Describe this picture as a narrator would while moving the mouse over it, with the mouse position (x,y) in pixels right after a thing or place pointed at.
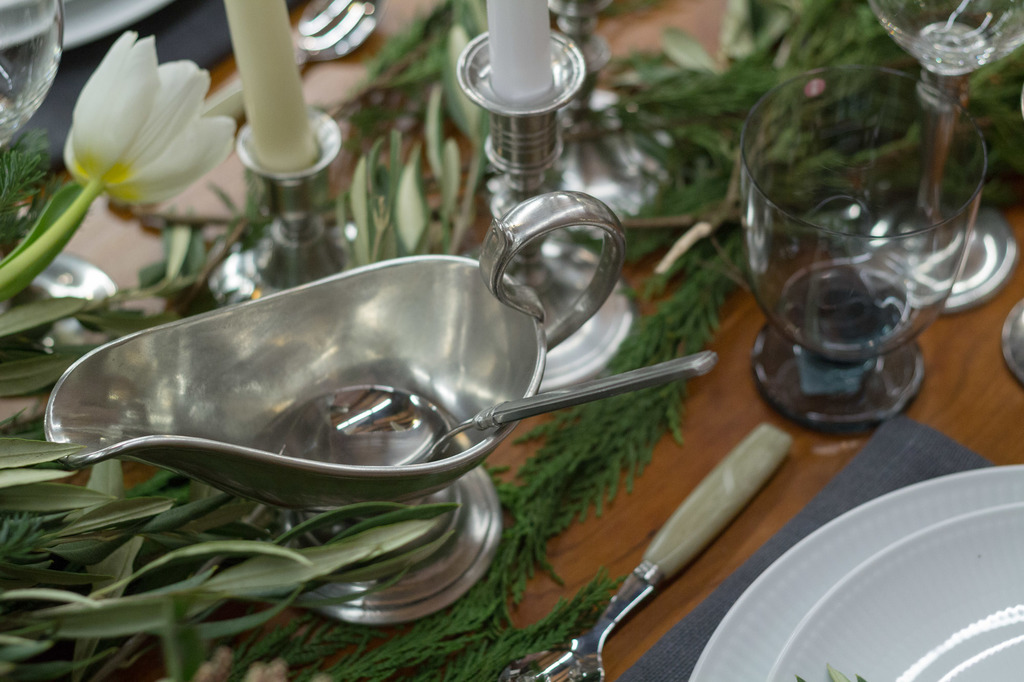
In the image we can see there is a table (742,310) on which there are glass (838,276), plates (921,567), fork (648,566), spoon (558,392).
